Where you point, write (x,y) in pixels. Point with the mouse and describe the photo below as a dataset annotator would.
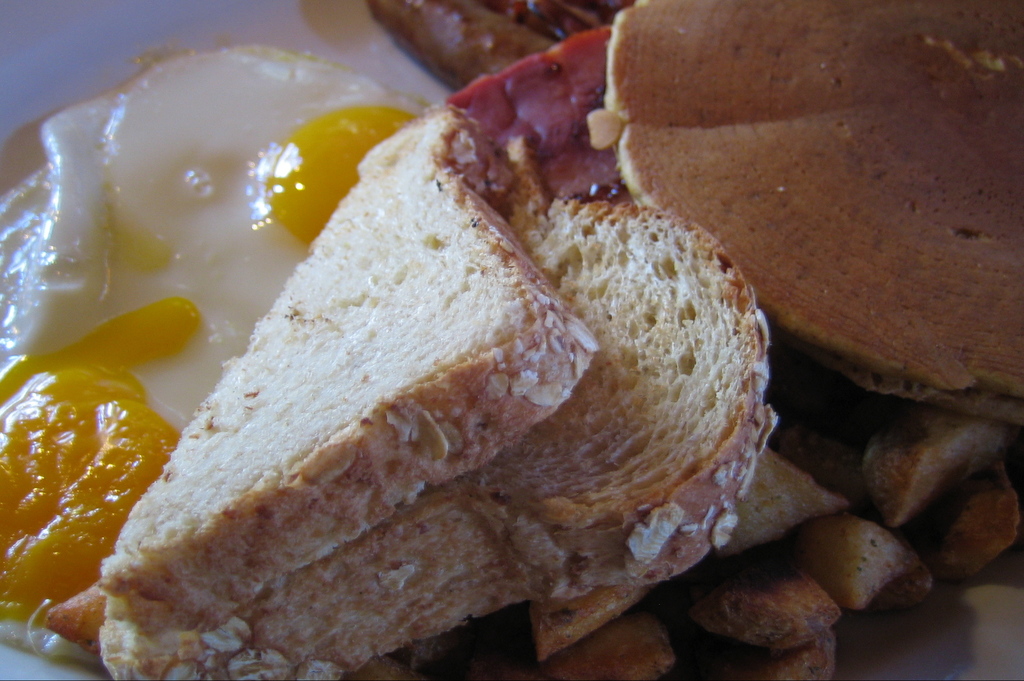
This is a zoomed in picture. In the foreground (313,439) we can see the half boiled eggs (170,270) and we can see the bread (498,357) and some other food items (701,34).
